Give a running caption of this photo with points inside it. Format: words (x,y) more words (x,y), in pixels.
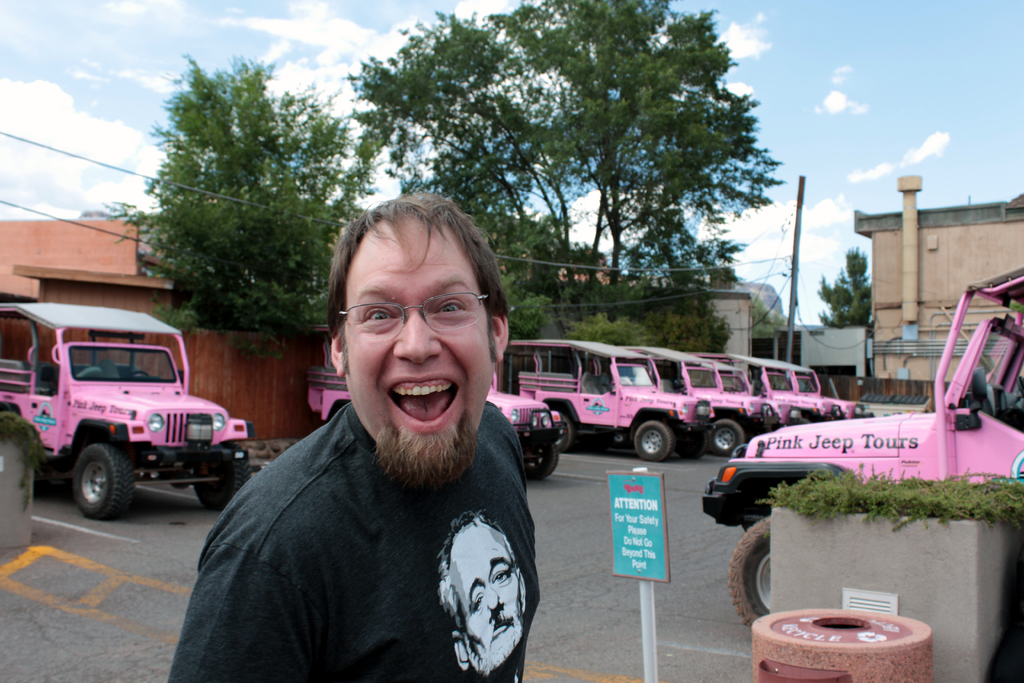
In the image there is a man (374,376) in the foreground (354,404), behind him there are jeeps (707,395), a caution board (632,494), trees (238,170) and houses (893,279).
